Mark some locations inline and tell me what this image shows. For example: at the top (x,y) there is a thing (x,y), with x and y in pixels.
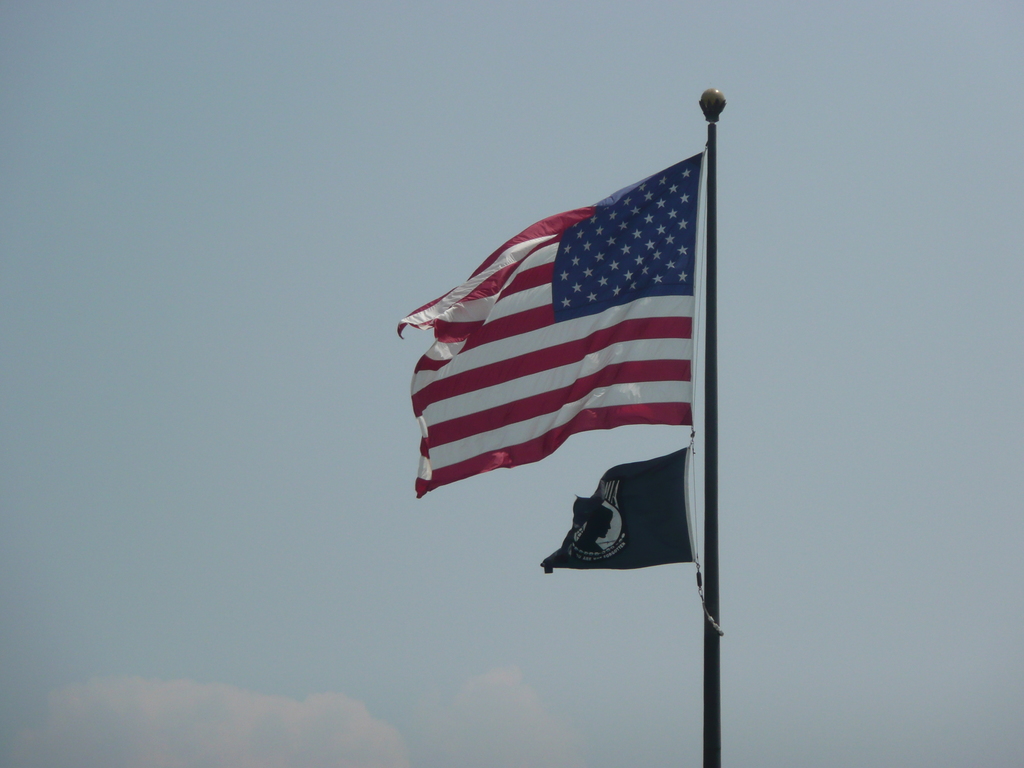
In this image we can see a pole (707,725) with two flags (661,464). In the background of the image (605,436) there is the sky (260,508).
